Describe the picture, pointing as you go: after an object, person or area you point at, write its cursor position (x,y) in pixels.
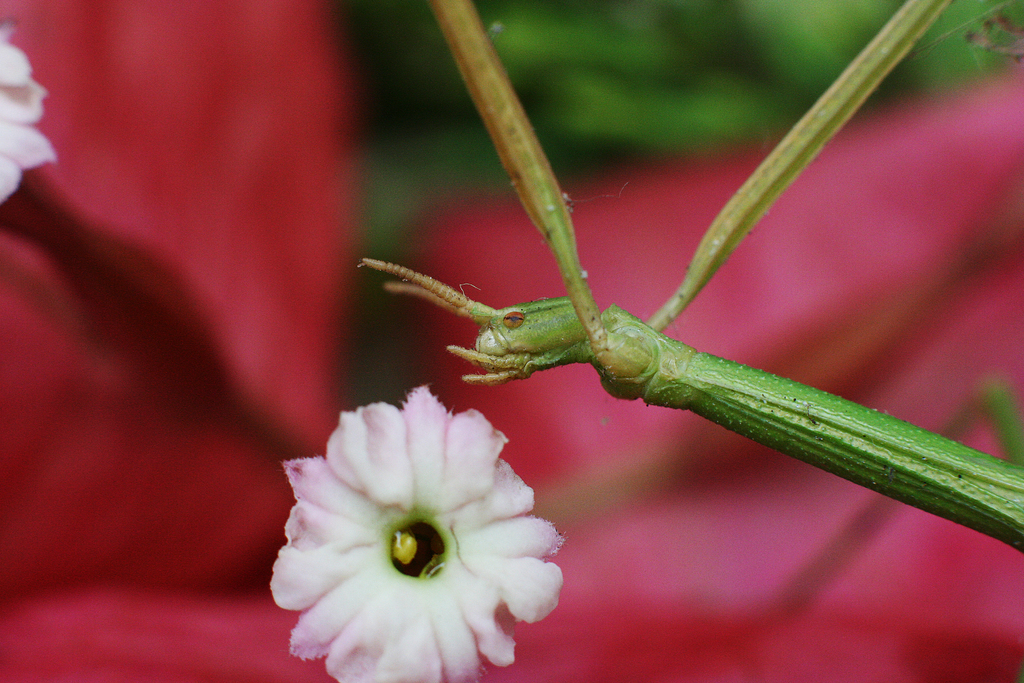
Front we can see a flower (480,501) and an insect (607,347). Background (703,532) it is blur.
